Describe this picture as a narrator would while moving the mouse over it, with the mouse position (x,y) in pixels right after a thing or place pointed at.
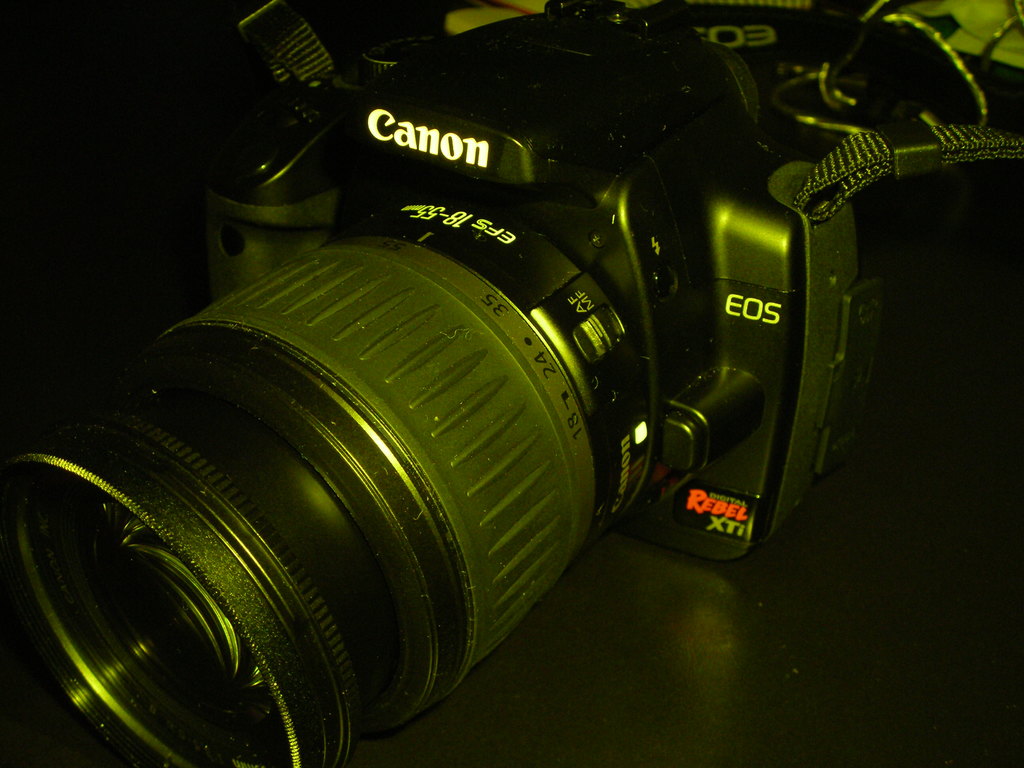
In the picture I can see a camera (512,315) which has canon written on it is in black color.
